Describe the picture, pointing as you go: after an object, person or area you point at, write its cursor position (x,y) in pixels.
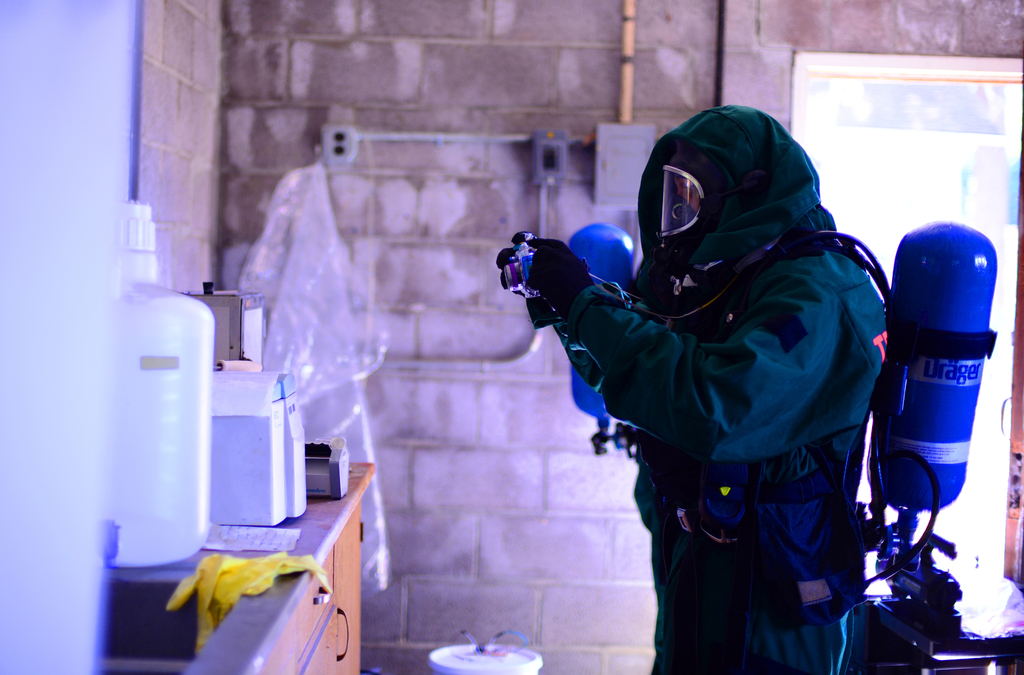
In this image I can see a person (775,403) wearing a jacket (768,282) and holding camera (520,244) and wearing helmet (672,149) on his head (684,152) and carrying a cylinder (909,395) on the left side (151,265) I can see a kitchen cabinet (249,621), on the cabinet (244,606) I can see a bottle (144,369) and there are some boxes (255,381) kept on the cabinet (300,519). And in the background (176,47) I can see the wall (469,25) and a pipe line connection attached to the wall (603,477).
